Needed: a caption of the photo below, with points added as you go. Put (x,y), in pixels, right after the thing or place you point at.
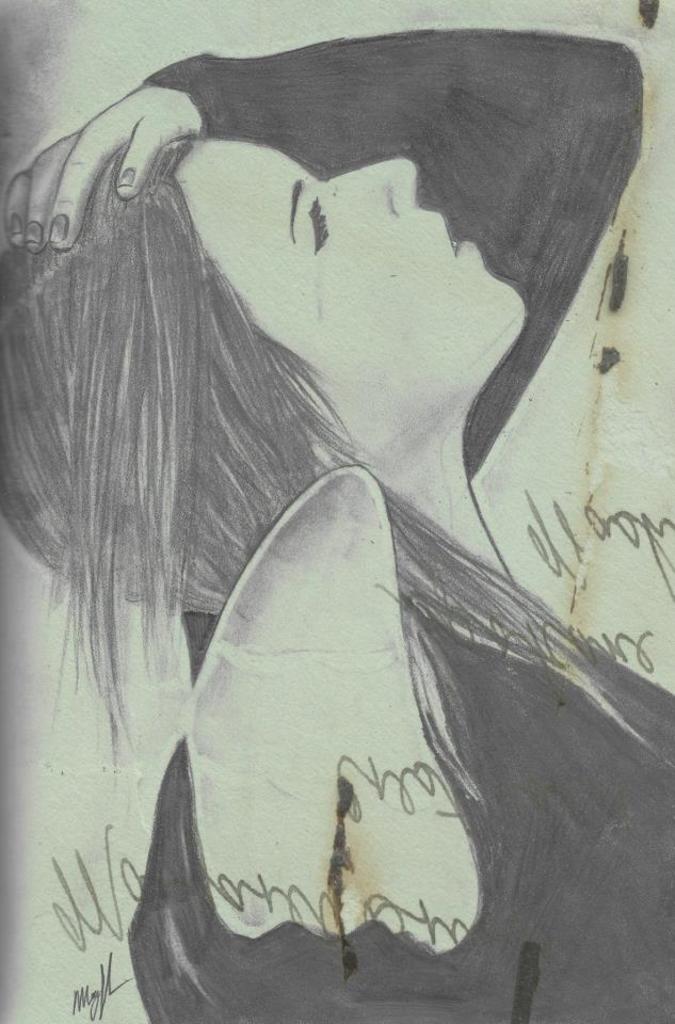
In this image we can see a pencil sketch (253,424) of a lady (302,541), also we can see some text (224,895) on the image.
